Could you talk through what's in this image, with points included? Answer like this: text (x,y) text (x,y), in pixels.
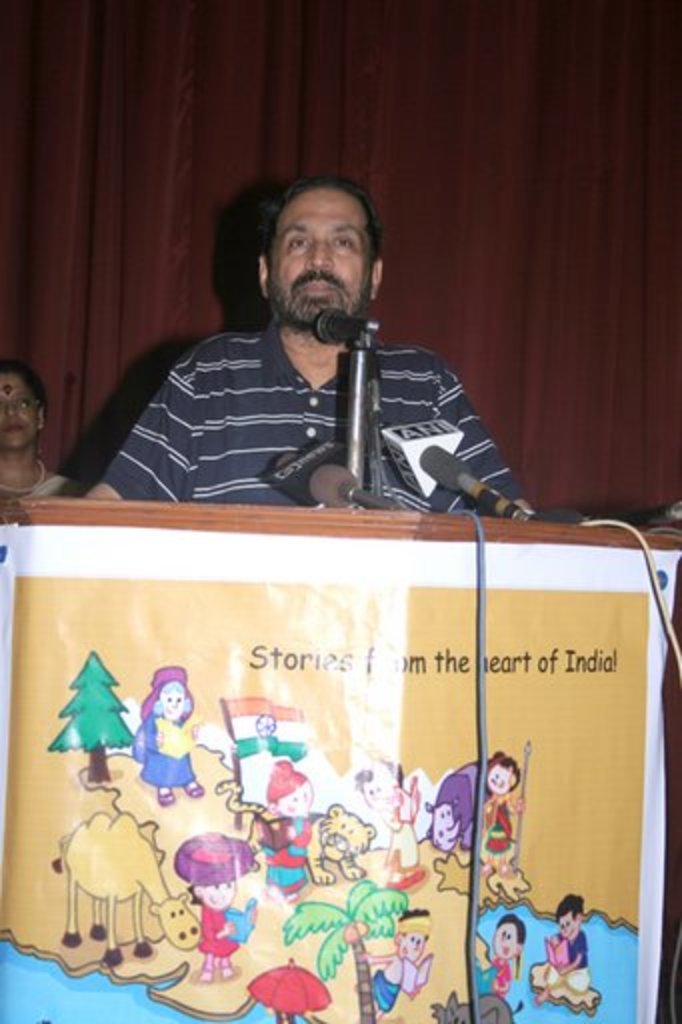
In this picture there is a man (278,401) wearing blue color t-shirt (279,425), standing and giving a speech at the speech desk (347,532). On the top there are some microphones (445,454). Behind there is a red color curtain (153,106).
